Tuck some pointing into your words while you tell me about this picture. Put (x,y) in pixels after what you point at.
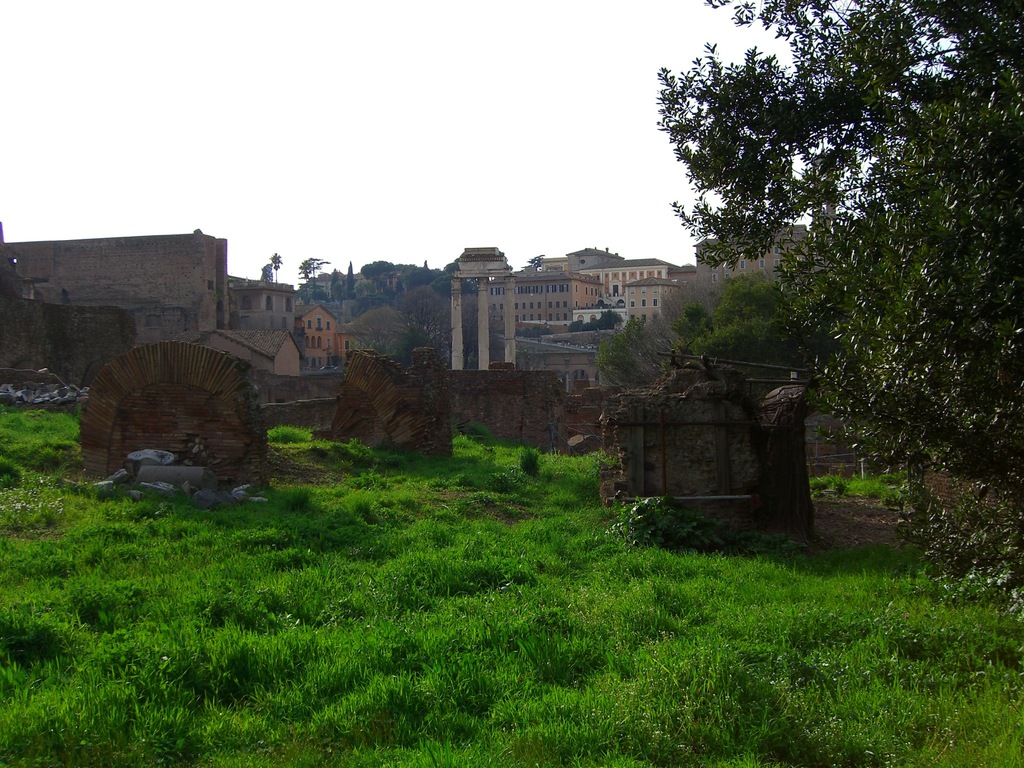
This image is taken outdoors. At the top of the image (310,134) there is the sky (568,168). At the bottom of the image (178,694) there is a ground (58,543) with grass (369,552) on the ground (760,707). In the background (209,290) there are many buildings (282,315) and houses (604,294) with walls (518,307), windows (563,287), doors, pillars (485,328) and roofs (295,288). There are a few collapsed walls (378,388). In the middle of the image (468,355) there are a few trees (754,350) and plants (997,573) on the ground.
